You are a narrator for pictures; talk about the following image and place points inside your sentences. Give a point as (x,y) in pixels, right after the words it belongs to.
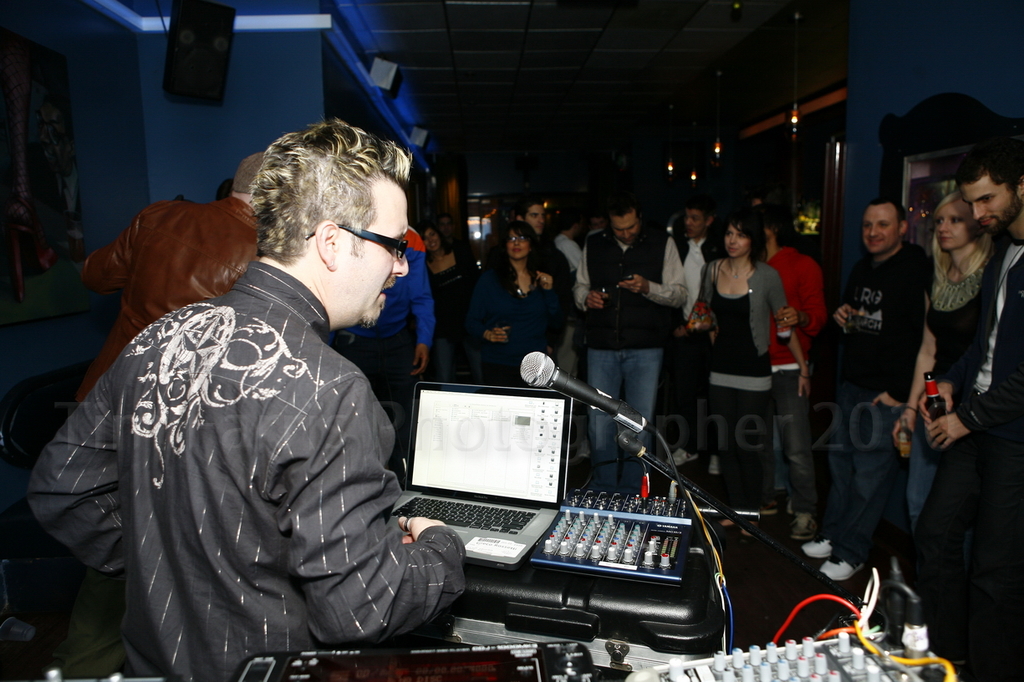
In front of the picture, we see a man (239,496) in the black shirt (219,512) is standing. He is wearing the spectacles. In front of him, we see a laptop (483,520) and the amplifiers (581,559). In front of him, we see a microphone (613,415). Here, we see many people (646,318) are standing. On the right side (1007,333), we see a man (950,408) is holding the glass bottle (933,405) in his hand (936,425). Behind him, we see a blue wall (873,183). On the left side (160,115), we see a blue wall (141,141) on which a photo frame (50,192) is placed. We see the speaker box (179,13). In the background (672,166), we see the lights (795,126) and the cupboard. This picture is clicked in the dark.
